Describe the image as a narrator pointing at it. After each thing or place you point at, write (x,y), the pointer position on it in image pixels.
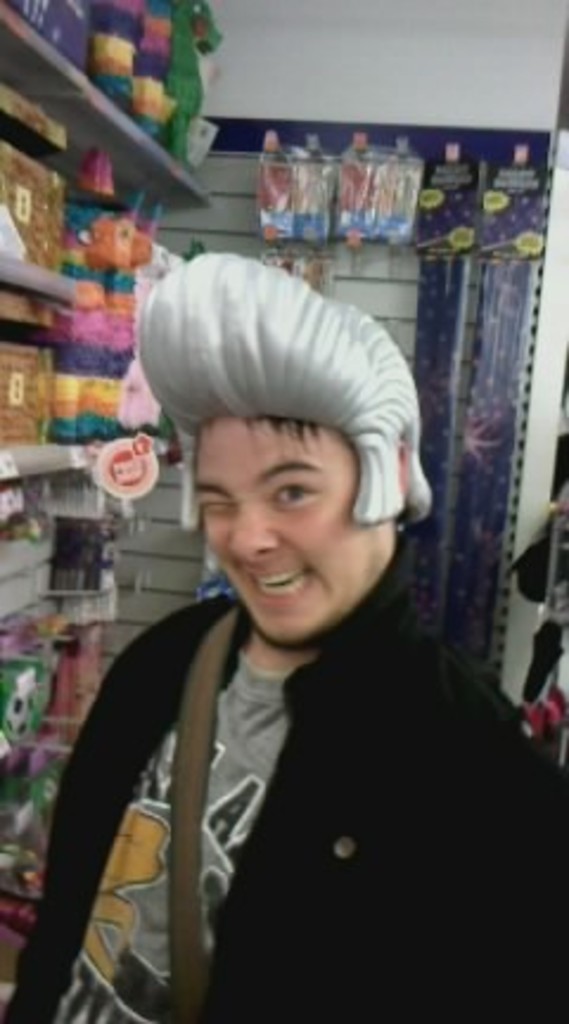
In this image we can see a man (253,673). He is wearing grey color t-shirt (225,799) with black coat (372,804). Behind one rack (57,167) is there and in rack (40,560) so many different things (44,427) are arranged.
